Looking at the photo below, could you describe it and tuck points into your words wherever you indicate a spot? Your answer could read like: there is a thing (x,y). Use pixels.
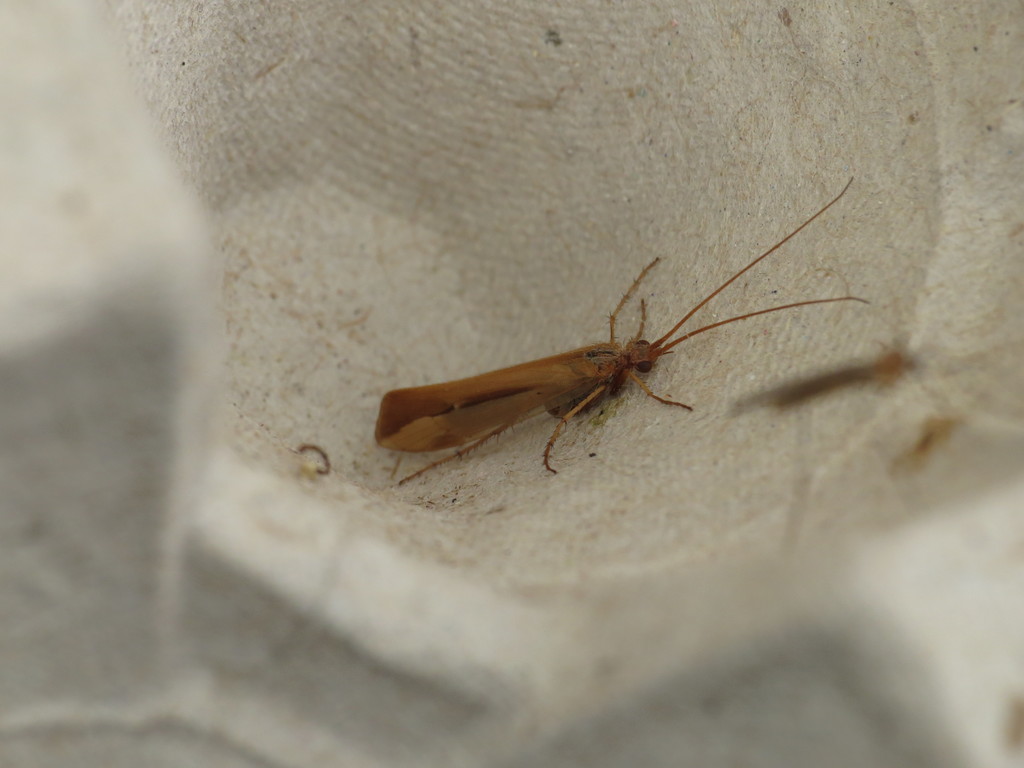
In this picture we can see an insect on a white surface (211,50).
